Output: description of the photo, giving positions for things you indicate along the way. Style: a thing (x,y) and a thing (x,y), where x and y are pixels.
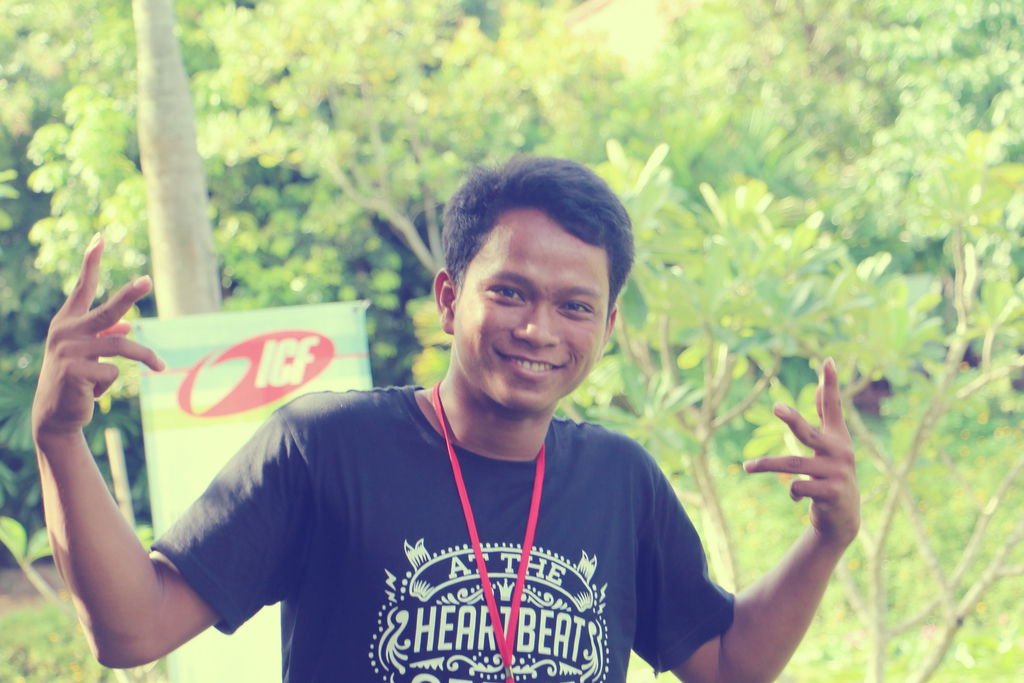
In this image we can see a person (458,500), behind him there is a banner (274,359) with text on it, also we can see plants (114,442), and trees (4,445).
